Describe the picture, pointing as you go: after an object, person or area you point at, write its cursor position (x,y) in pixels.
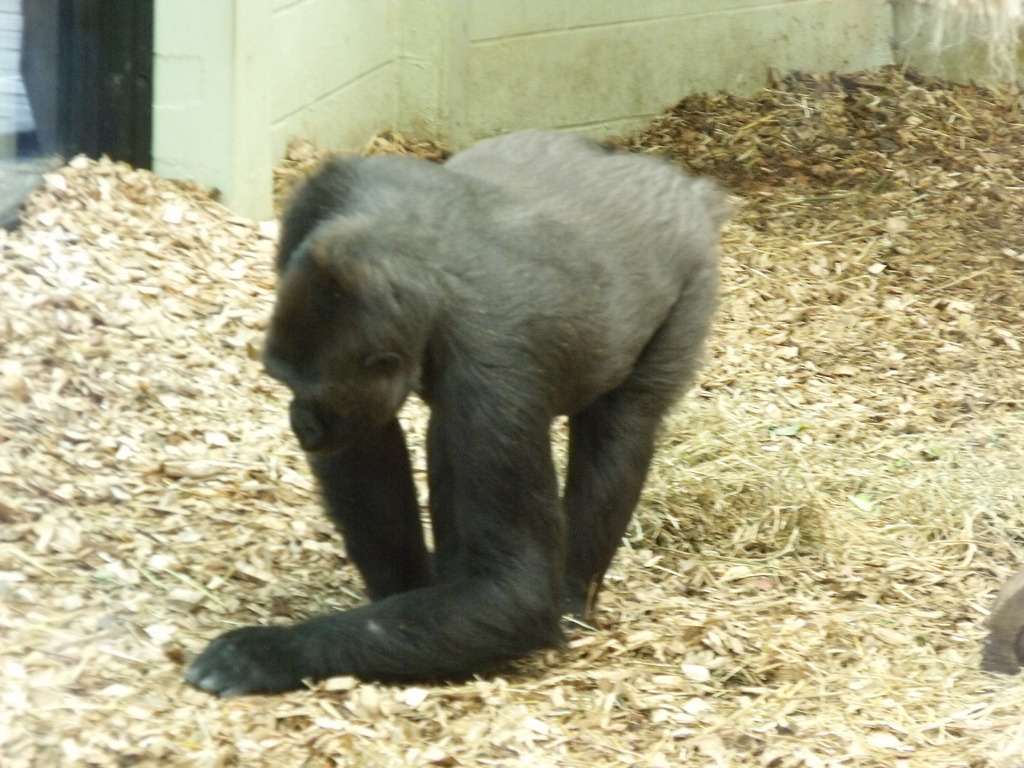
In this image we can see gorilla (390,521) which is walking on the ground (917,463) and at the background of the image (335,94) there is wall (412,106).
